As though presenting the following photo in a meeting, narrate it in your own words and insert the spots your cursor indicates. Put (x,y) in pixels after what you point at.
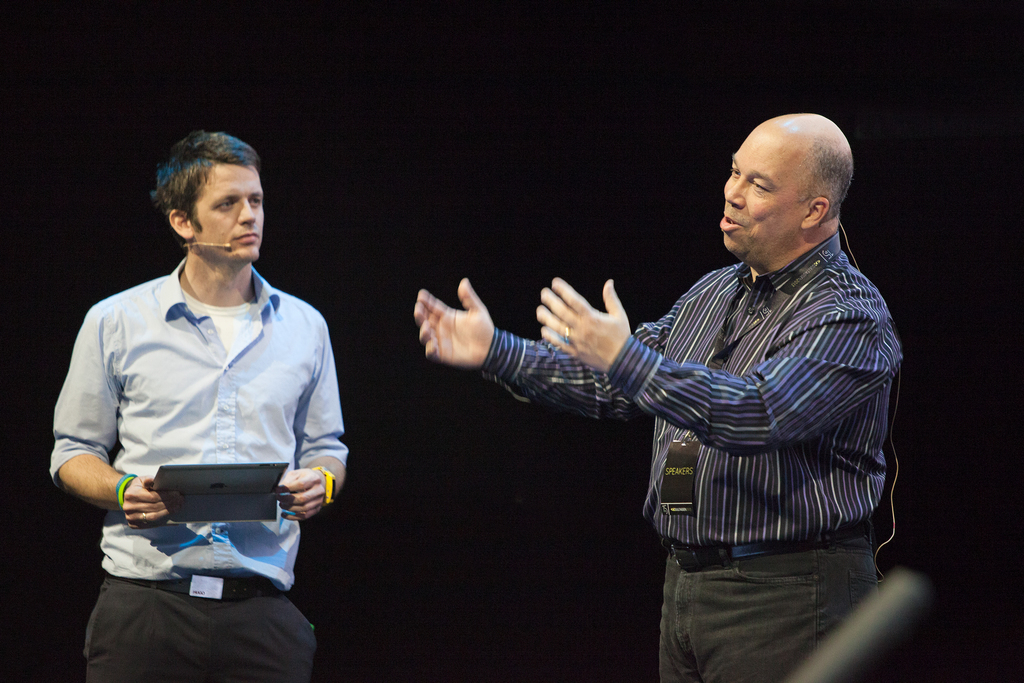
In the picture I can see a person (836,349) standing in the right corner (829,356) and there is a wire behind him and there is another person (257,353) standing beside him is holding a tab (205,475) in his hands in the left corner (221,479).
